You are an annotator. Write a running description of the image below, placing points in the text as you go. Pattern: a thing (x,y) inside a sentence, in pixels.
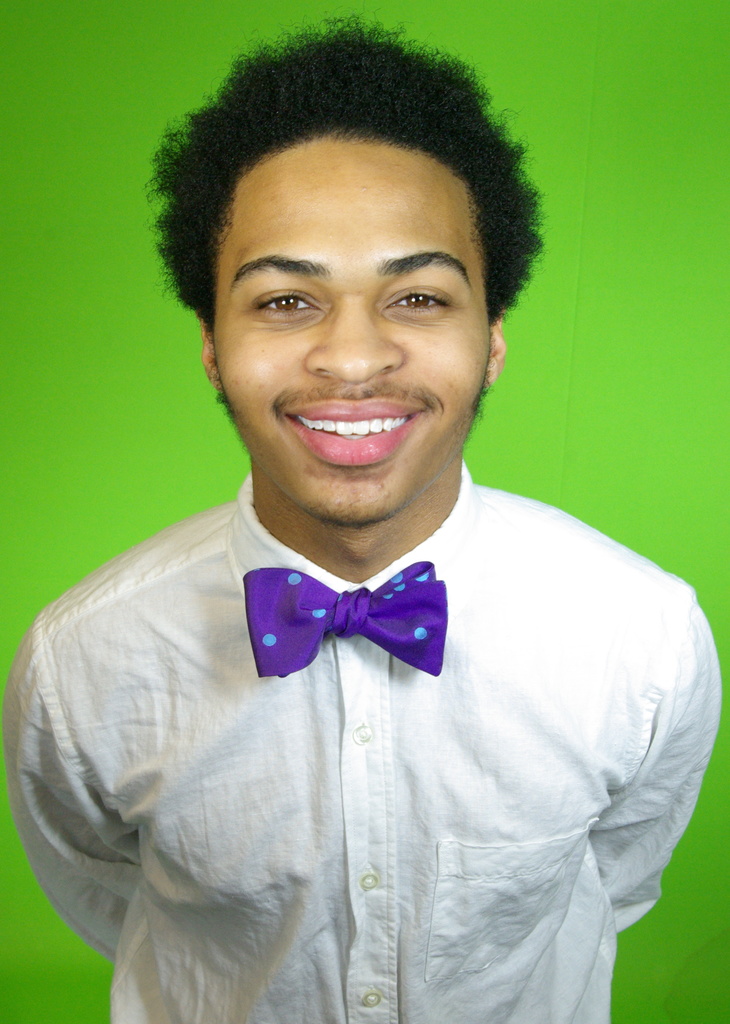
In the image there is a man (341,360) in white shirt (510,693) and purple bow tie (326,619) standing in the front (383,478) and smiling, behind him there is a green screen (94,291).
